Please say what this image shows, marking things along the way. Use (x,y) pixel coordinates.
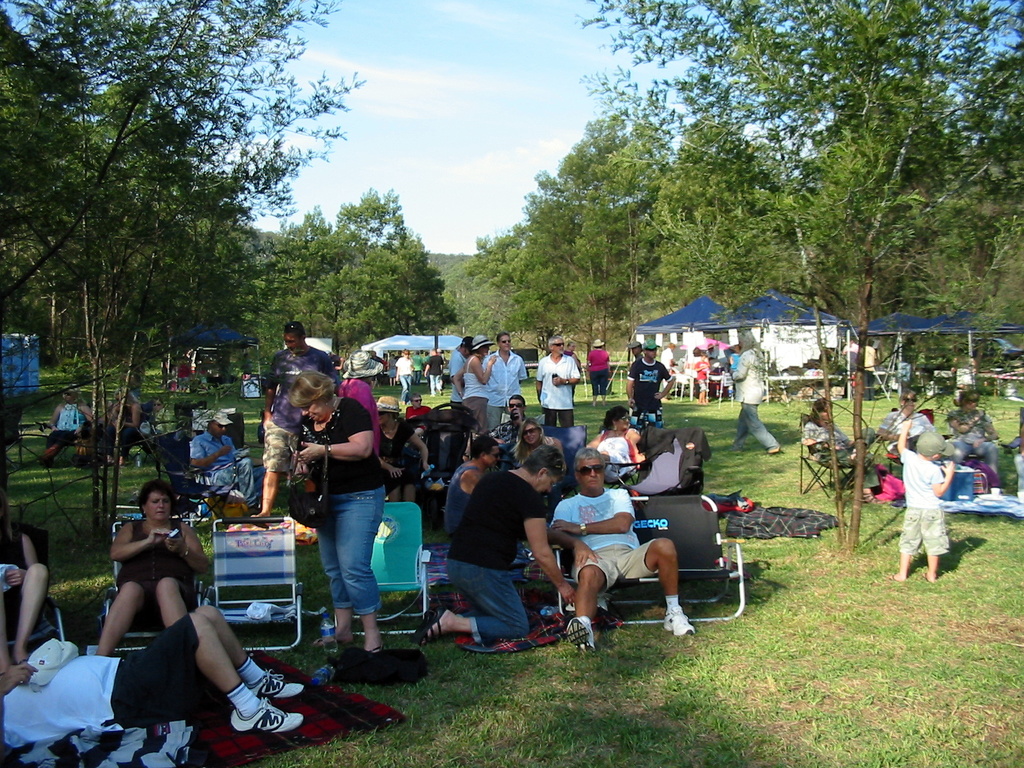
In this image there are some people (743,441) some of them are sitting and some of them are lying and some of them are walking, and also we could see some chairs (689,533) and tents (901,325) and some umbrellas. At the bottom (914,660) there is grass (757,688), and on the grass (868,585) there are some blankets (743,517) and some clothes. In the background (314,283) there are some trees (691,150), and at the top of the image (540,111) there is sky (509,120).
